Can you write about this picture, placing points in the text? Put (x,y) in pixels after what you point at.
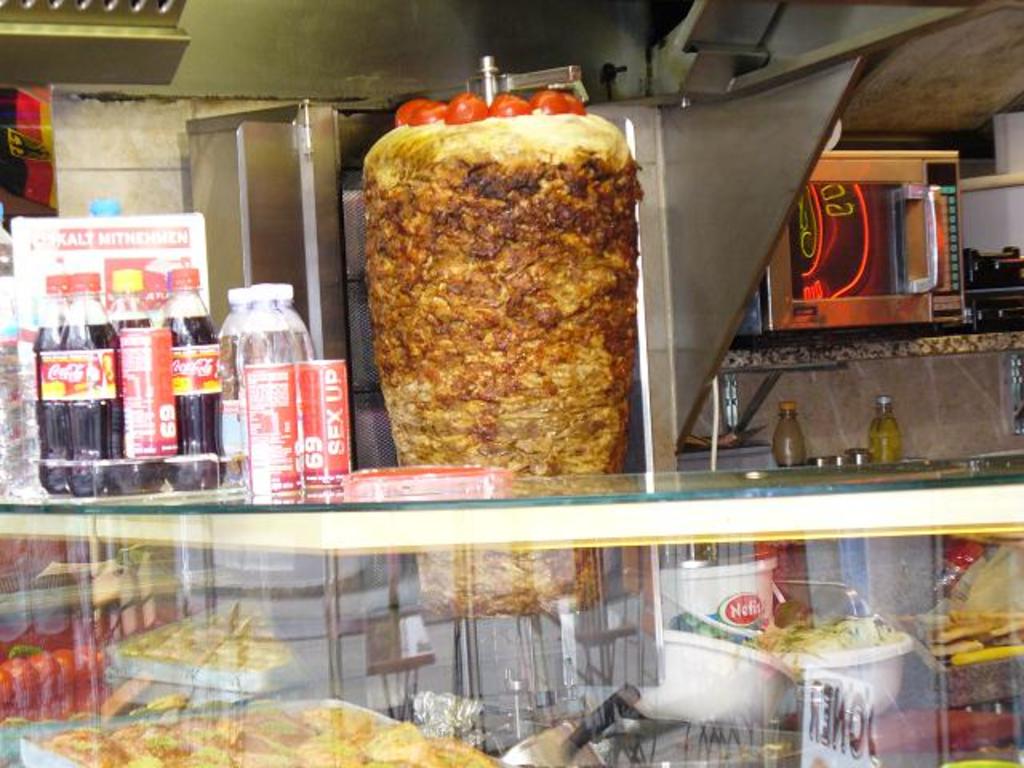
This is a zoomed in picture. In the center (527,510) there is a cabinet (701,515) containing some food items (335,757) and drinks (141,364). In the background (895,171) there is a microwave oven (860,227), wall (894,365) and many other items (836,58).
